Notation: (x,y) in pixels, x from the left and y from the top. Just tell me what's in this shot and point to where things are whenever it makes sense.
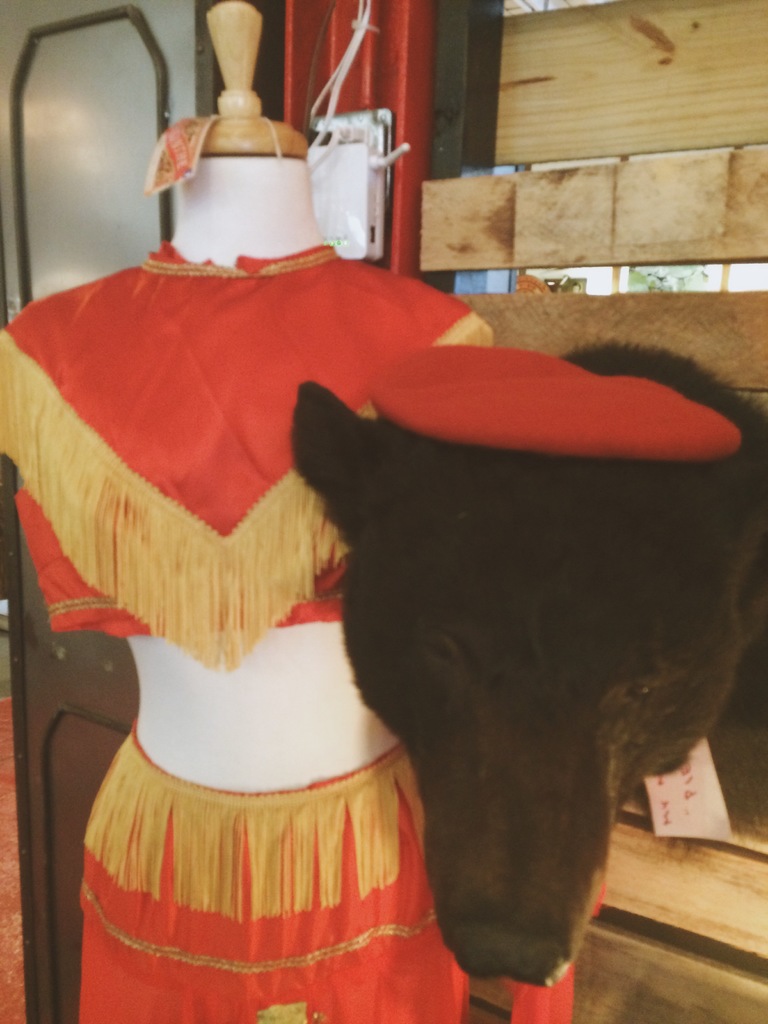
There is a mannequin (189,676) and there is an orange dress (218,395) worn by mannequin (318,926) and there is an animal (649,518) beside the mannequin (277,646) and in the background (694,187) there is a wooden wall (591,199) and beside that there is a door (44,46).
